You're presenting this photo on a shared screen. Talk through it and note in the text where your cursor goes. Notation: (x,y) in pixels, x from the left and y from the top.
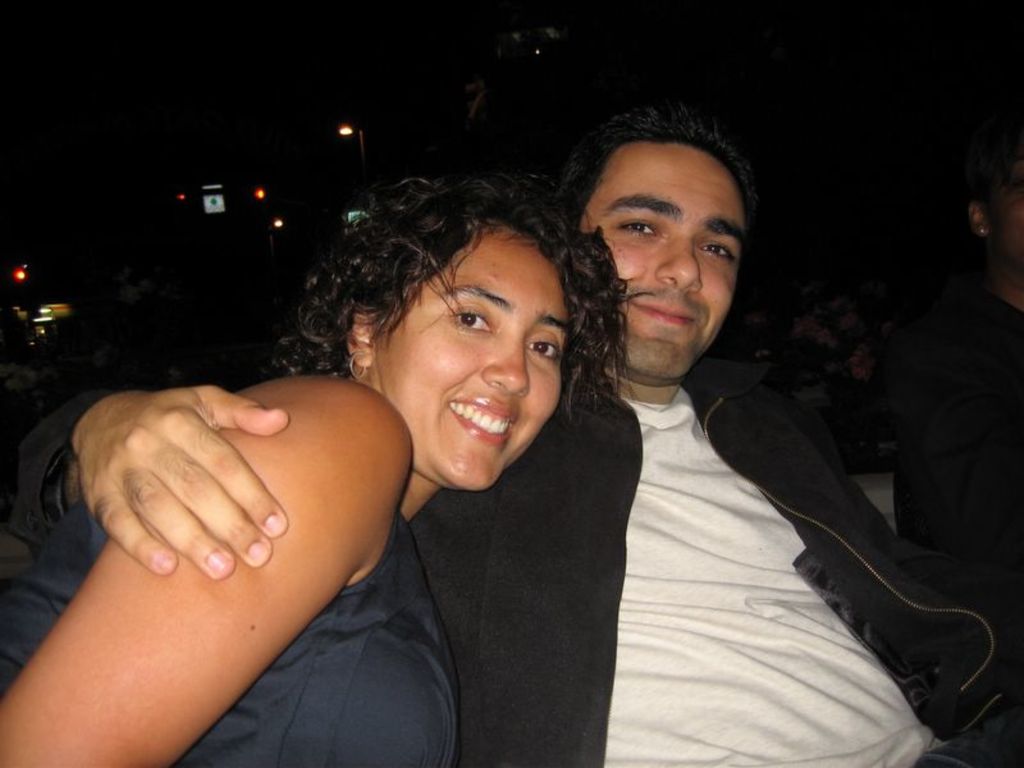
In this image, on the middle (520,463) and on the left side (202,463), we can see two persons (314,459) man (417,513) and woman (253,452) are sitting. On the right side (1002,374), we can see another person (987,182). In the background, we can see some street lights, hoardings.
